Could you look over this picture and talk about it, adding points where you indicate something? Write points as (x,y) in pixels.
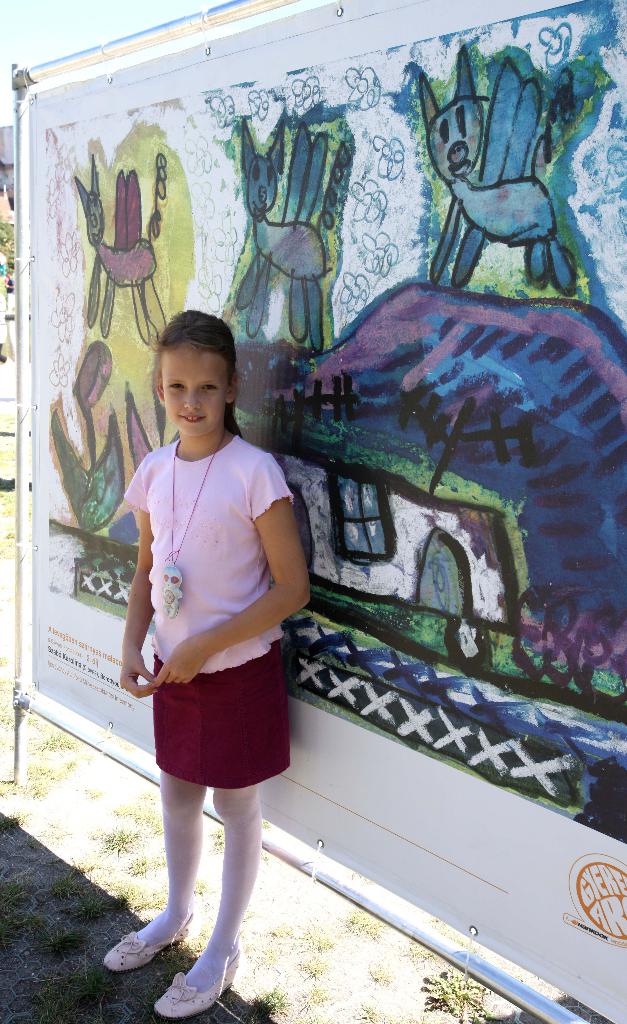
In this image we can see a girl (205,955) standing on the ground (240,991) and she is smiling. Here we can see grass (141,889). In the background (378,211) we can see painting (419,554) on the banner (442,292) and rods (17,147).
